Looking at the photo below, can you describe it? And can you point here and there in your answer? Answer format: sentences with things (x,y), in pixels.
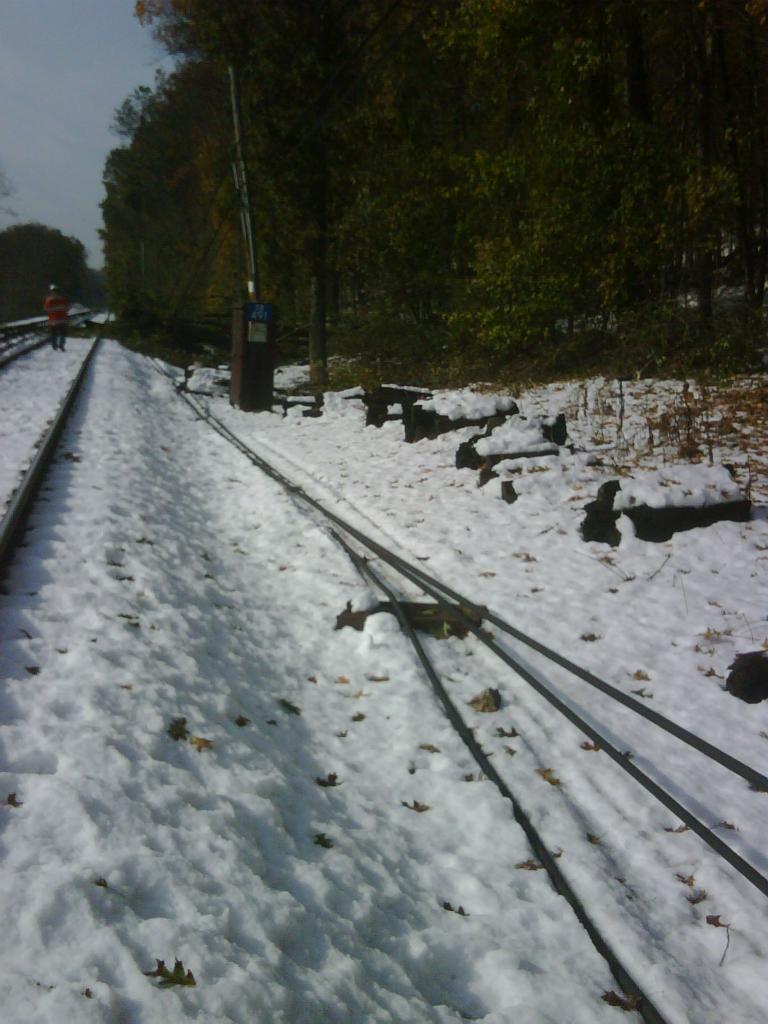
In this picture we can see a place (252,455) covered with snow (130,556). It has trees (220,219) on either side.
